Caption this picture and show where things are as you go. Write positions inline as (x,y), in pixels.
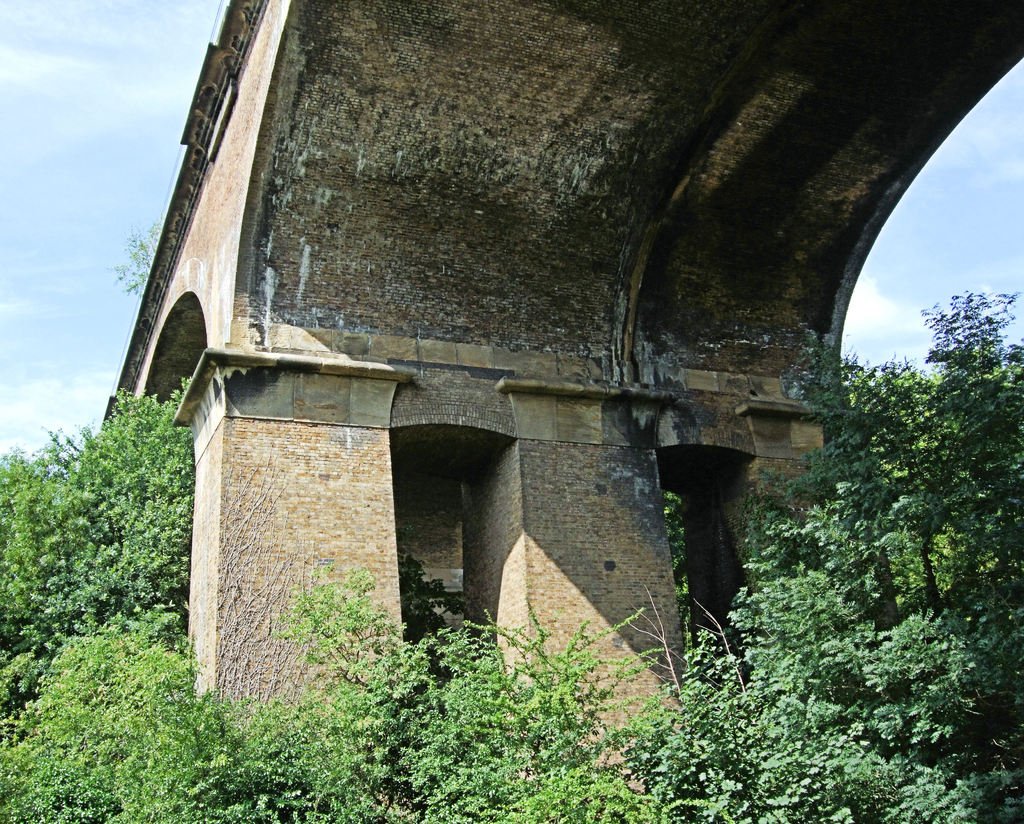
In this image, we can see a bridge (425,257) and there are trees (844,604). At the top (90,125), there are clouds (878,316) in the sky (884,303).
